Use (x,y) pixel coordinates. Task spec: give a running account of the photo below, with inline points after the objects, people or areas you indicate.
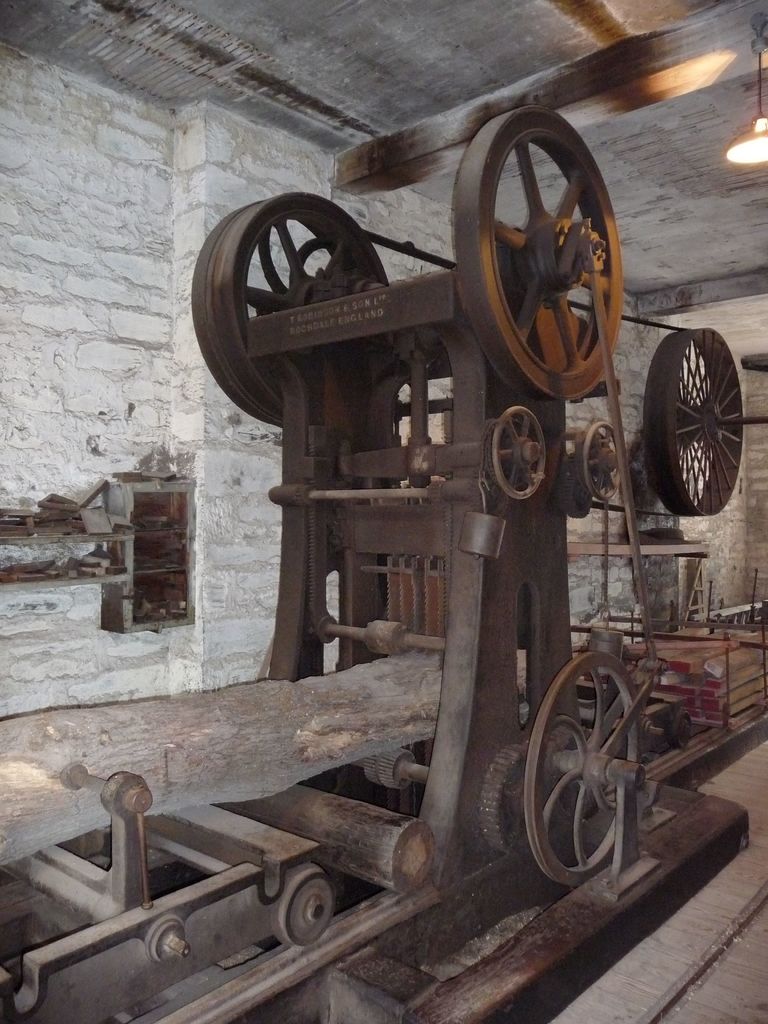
In the picture I can see a machine (441,678). In the background (160,636) I can see a wall (223,396), lights (731,150) on the ceiling (690,116) and some other objects (108,617).
